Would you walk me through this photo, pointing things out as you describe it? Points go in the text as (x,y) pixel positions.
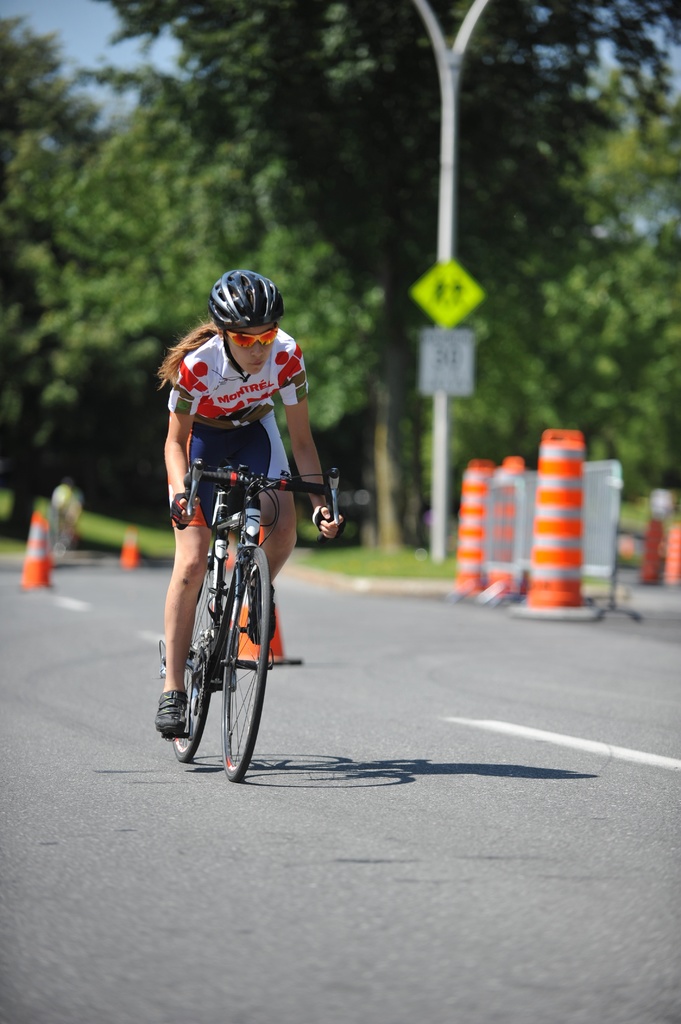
As we can see in the image there is a woman (266,319) wearing helmet (235,302) and riding bicycle (265,639). There are traffic cones (246,608), pole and trees (105,146).
